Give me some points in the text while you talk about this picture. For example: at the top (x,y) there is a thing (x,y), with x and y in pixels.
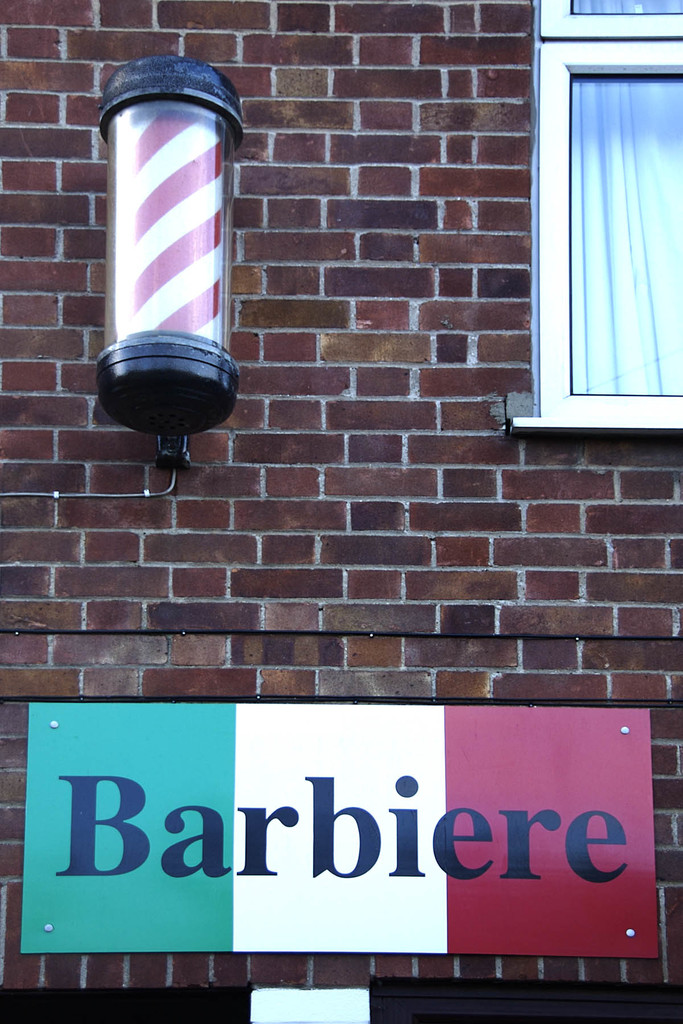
This image is taken outdoors. In this image there is a wall (391,245) with a window (579,199). On the left side of the image (16,205) there is a wall (82,5). At the bottom of the image (288,902) there is a board (120,775) with a text (121,872) on the wall (509,600).
